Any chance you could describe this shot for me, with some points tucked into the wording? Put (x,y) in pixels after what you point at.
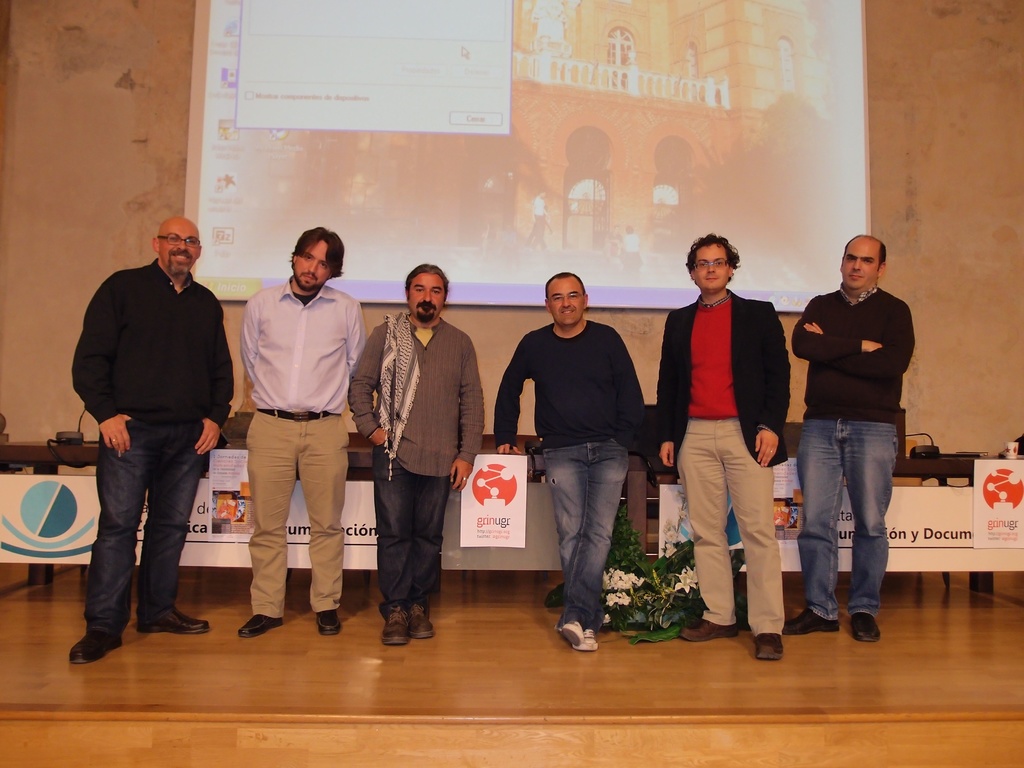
In this image I can see group of men (577,400) are standing among them some are smiling. In the background (460,134) I can see a projector screen (472,137), on the screen (472,141) I can see a building (600,136) and application icons (222,125). Here I can see a table (71,462), on the table (42,451) I can see some objects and boards (221,520) attached to it. I can also see some other objects (662,608) on the floor (613,641).
